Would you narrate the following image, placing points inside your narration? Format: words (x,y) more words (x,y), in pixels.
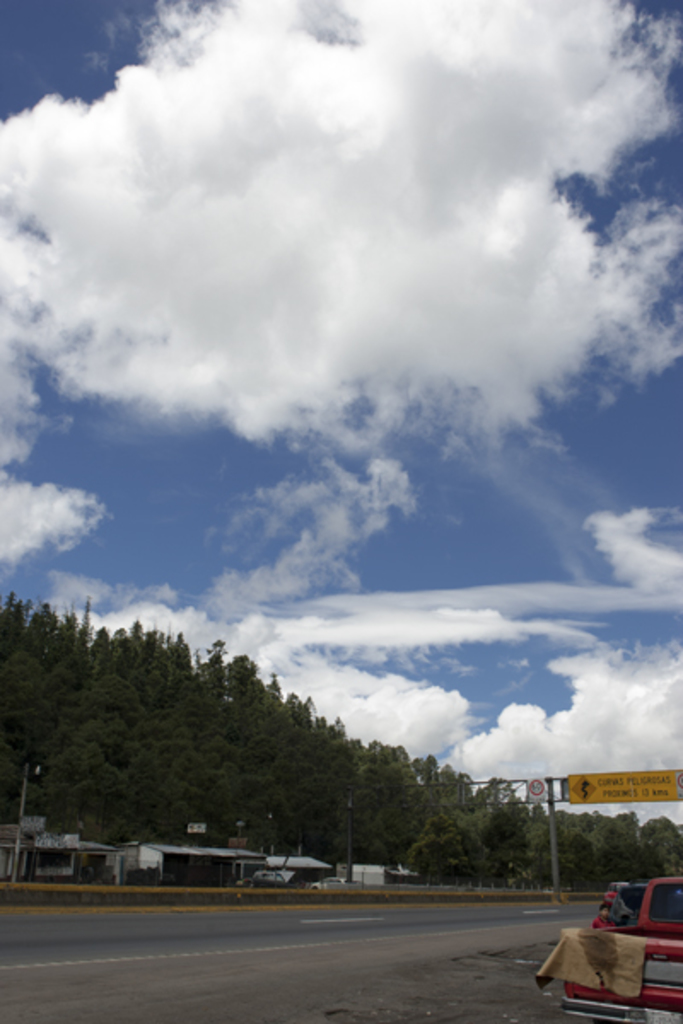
In this picture I can see many trees (332,735) on the mountain (309,726). At the bottom (134,914) there is a road (327,976). On the bottom right corner (665,996) there is a red car (648,920) which is parked near to the sign boards (682,791) and poles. On the left (80,844) I can see the shed (216,863), building (48,850) and poles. At the top I can see the sky (680,496) and clouds (427,140).
